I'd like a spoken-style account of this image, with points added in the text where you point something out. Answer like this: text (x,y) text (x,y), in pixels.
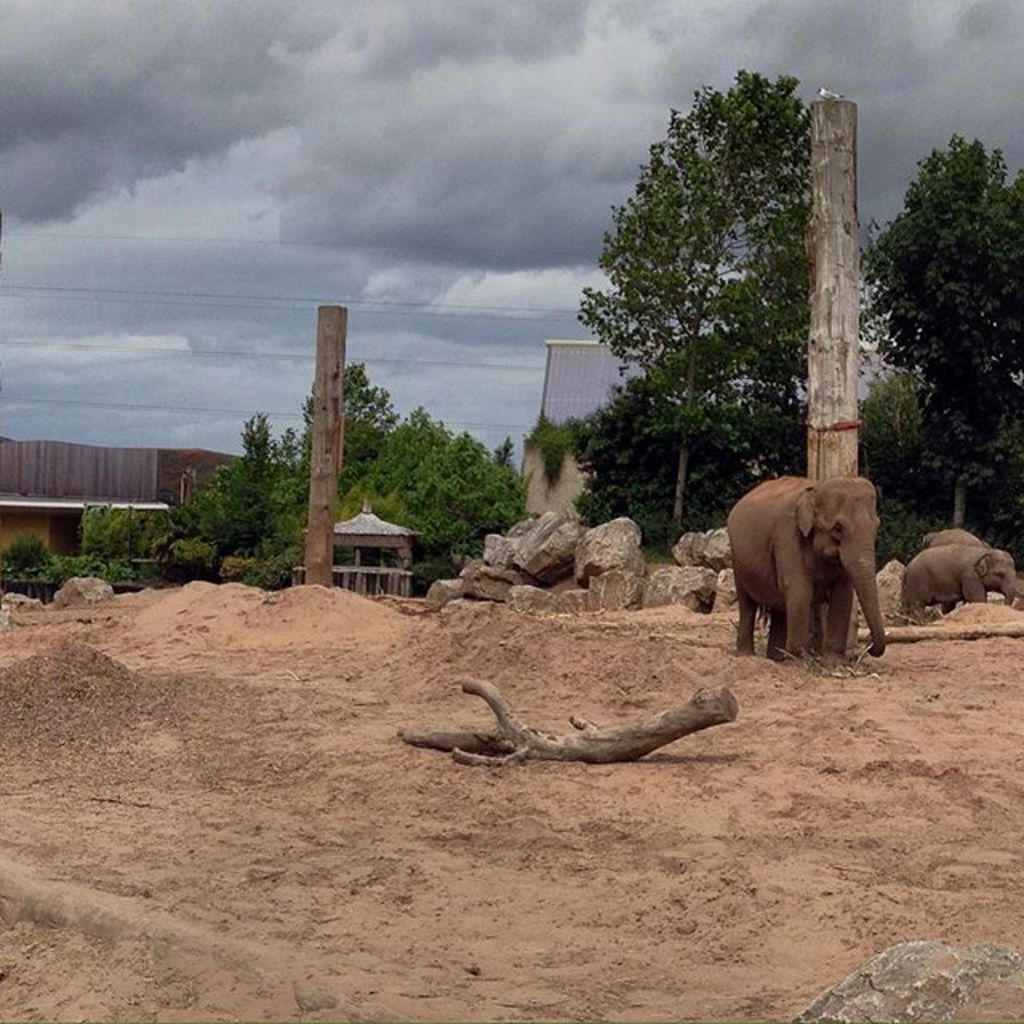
In this image we can see elephants (766,546) on the ground (530,714), there is a tree trunk (636,733), two wooden poles (325,482), in the background (616,587) there are few rocks (696,572), trees (726,325), buildings (600,386), wires (74,287) and the sky (429,166) with clouds (366,187) on the top (447,254).
